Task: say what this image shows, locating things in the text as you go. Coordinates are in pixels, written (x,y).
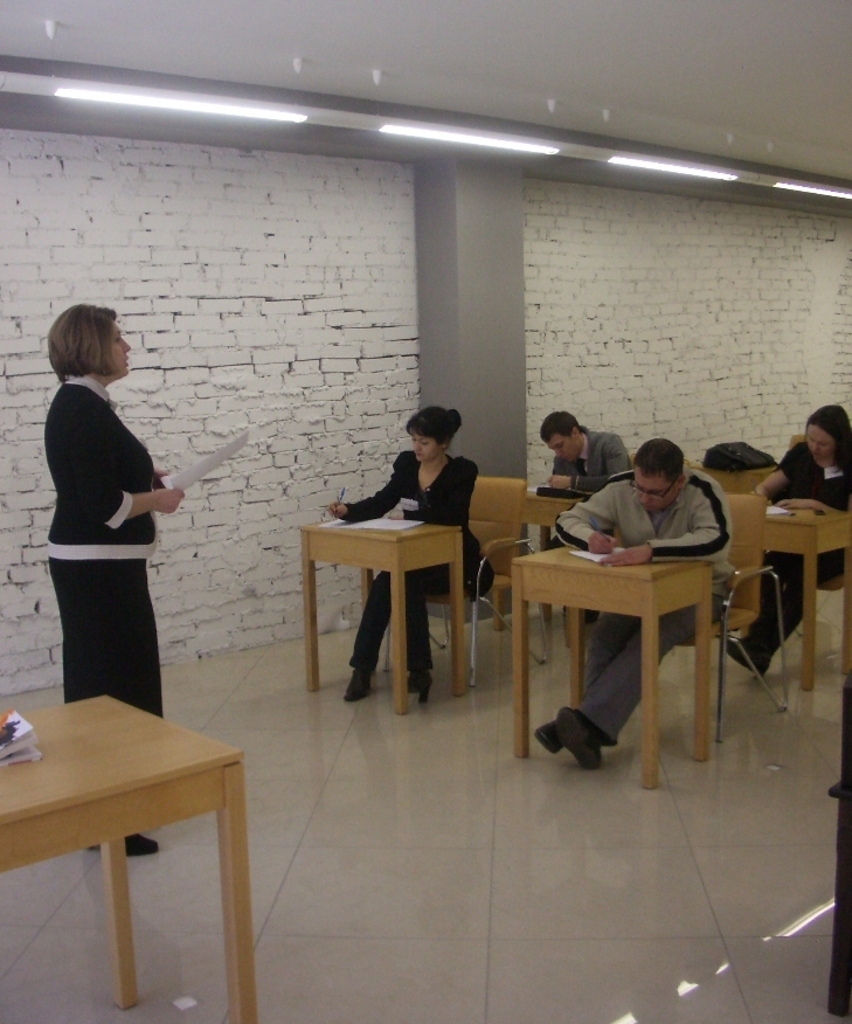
As we can see in the image there is a brick wall (286,357), few people (843,506) sitting on chairs (503,538) and there are tables (444,538). On tables (651,582) there are papers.
